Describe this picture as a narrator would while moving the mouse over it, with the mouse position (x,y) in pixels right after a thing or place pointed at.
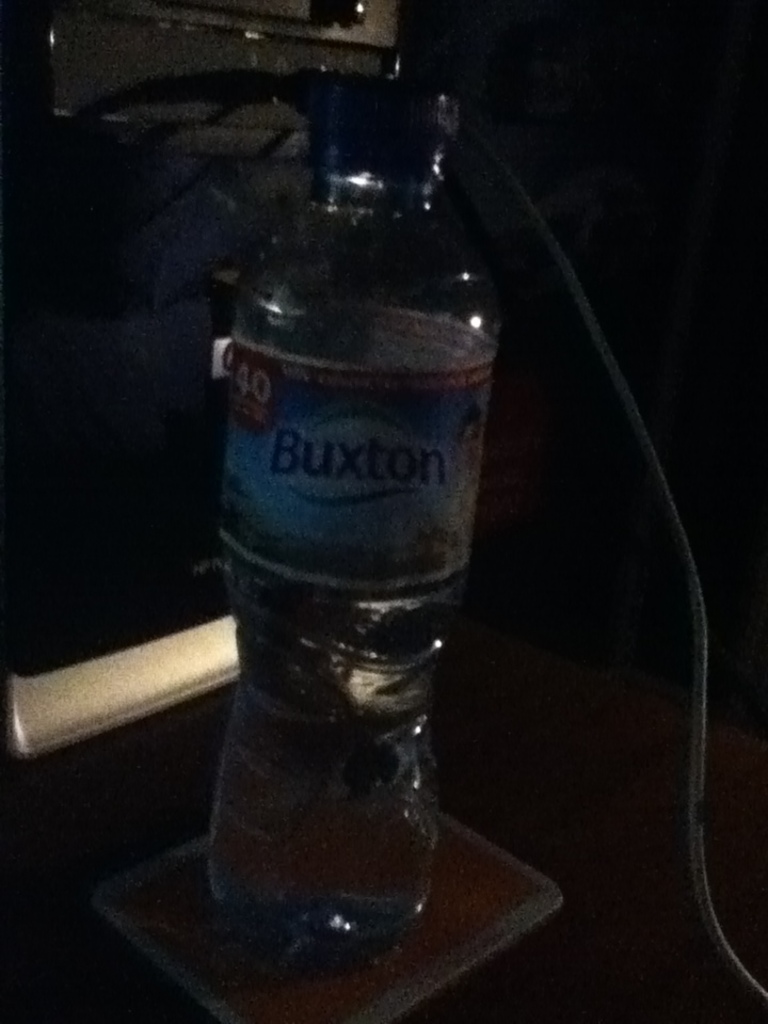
In this picture we can see a bottle (353,551).
